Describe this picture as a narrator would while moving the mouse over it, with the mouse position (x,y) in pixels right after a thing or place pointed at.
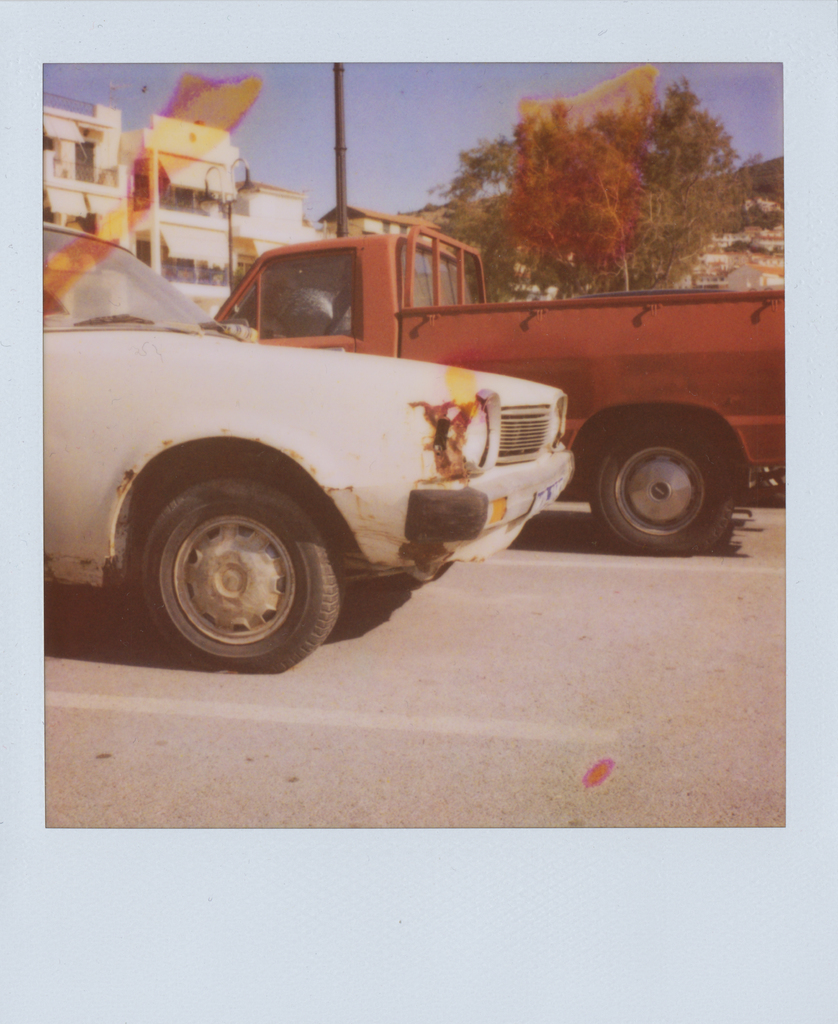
In this picture I can see couple of vehicles (386,394) parked and I can see trees (513,183) and buildings (166,186) in the back (152,135). I can see a pole (342,187) and a blue sky (406,135).
